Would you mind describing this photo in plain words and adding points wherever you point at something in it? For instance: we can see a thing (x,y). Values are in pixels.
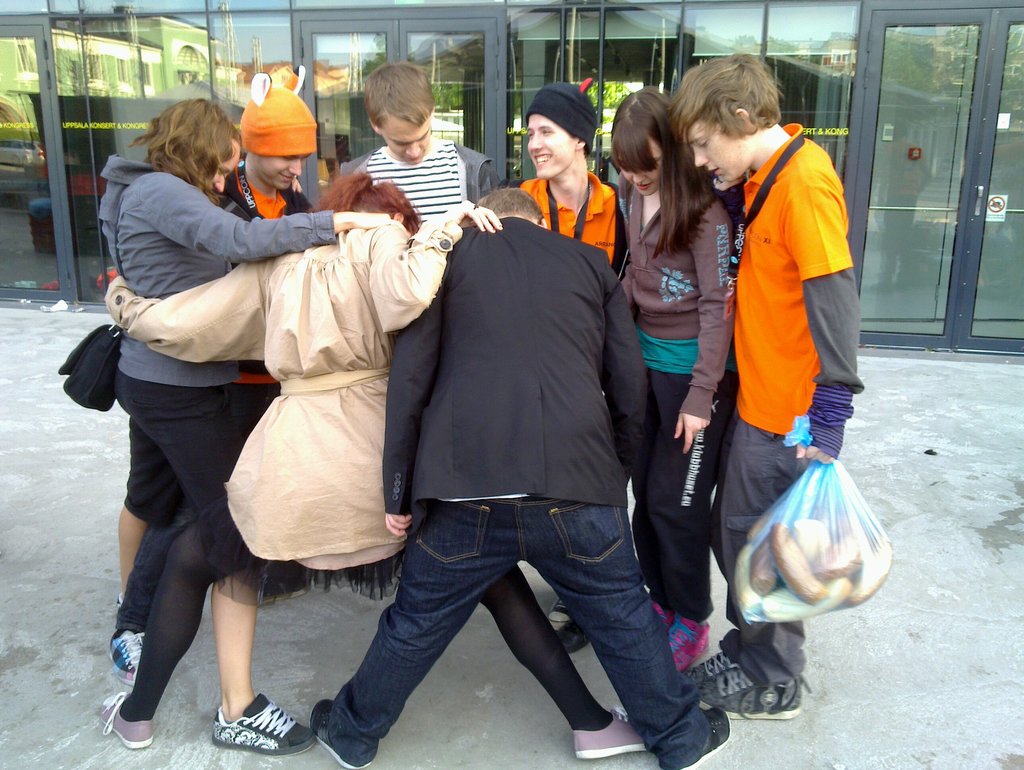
Here I can see few people (491,298) are standing facing towards the center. The person (756,295) who is on the right side (773,283) is holding a bag (790,531) in the hand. These people (572,259) are looking at the downwards. In the background (470,72) there are glass doors (943,178).
